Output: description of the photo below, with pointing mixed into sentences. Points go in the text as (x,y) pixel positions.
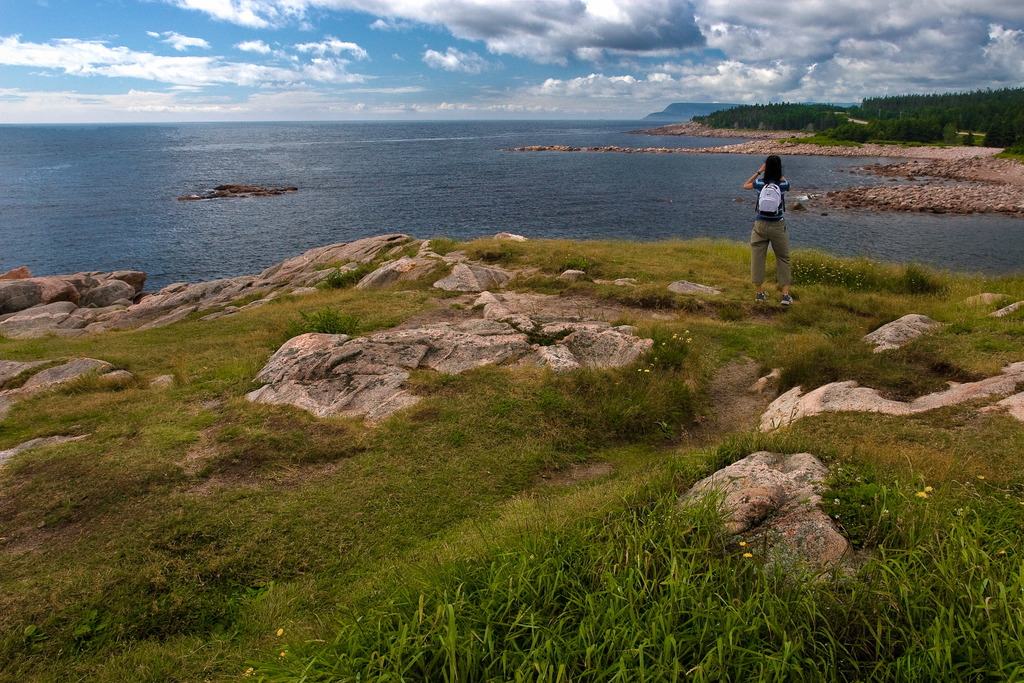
In the background (776,96) we can see the sky (713,61) with clouds (746,53) and the sea (522,182). On the right side of the picture (855,106) we can see the thicket (799,118). We can see a person (751,182) wearing a backpack (774,206), standing near to the sea (676,162). At the bottom portion of the picture (92,479) we can see the rocks (964,389), grass (791,591), plants (806,610) and yellow flowers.
